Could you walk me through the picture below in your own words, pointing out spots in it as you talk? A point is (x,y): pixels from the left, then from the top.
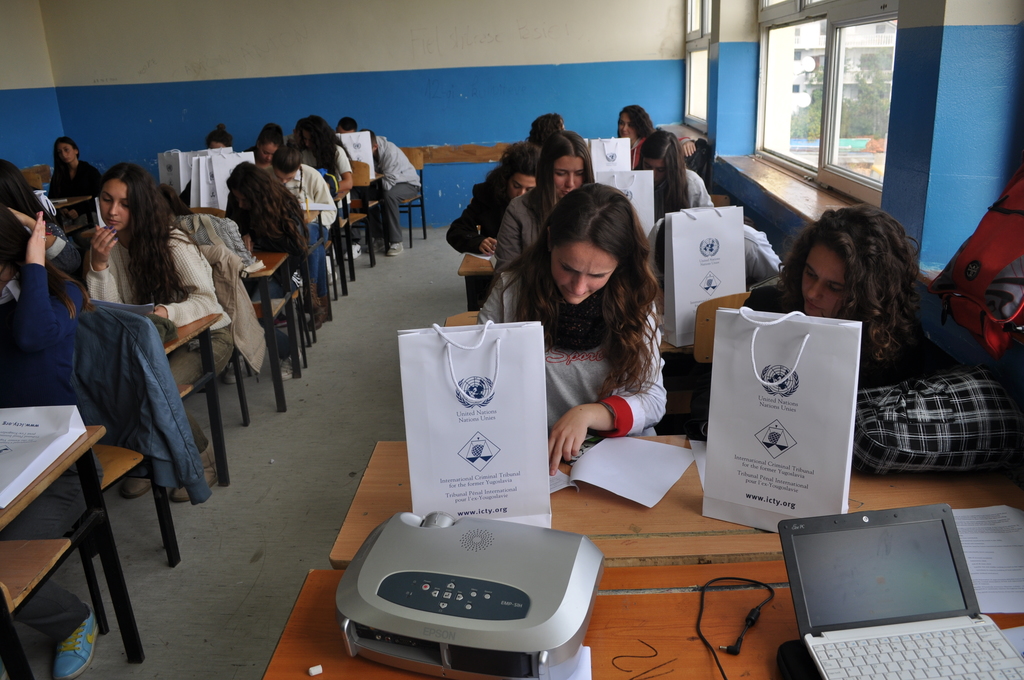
Here in this picture we can see number of women (186,286) sitting on chairs (156,501) with table (202,316) in front of them in the room (135,526) over there and in the front (361,625) on the table (616,596) we can see a projector (520,603) and a laptop (823,549) present and on the tables (670,491) we can see covers (492,387) present and most of the women (594,324) are seeing something in the papers (609,482) present on the table (183,337) in front of them over there and on the right side (832,134) we can see windows (840,122) present on the room (612,460) over there and through that we can see buildings (796,35) and plants (857,107) and trees (861,113) present over there.
